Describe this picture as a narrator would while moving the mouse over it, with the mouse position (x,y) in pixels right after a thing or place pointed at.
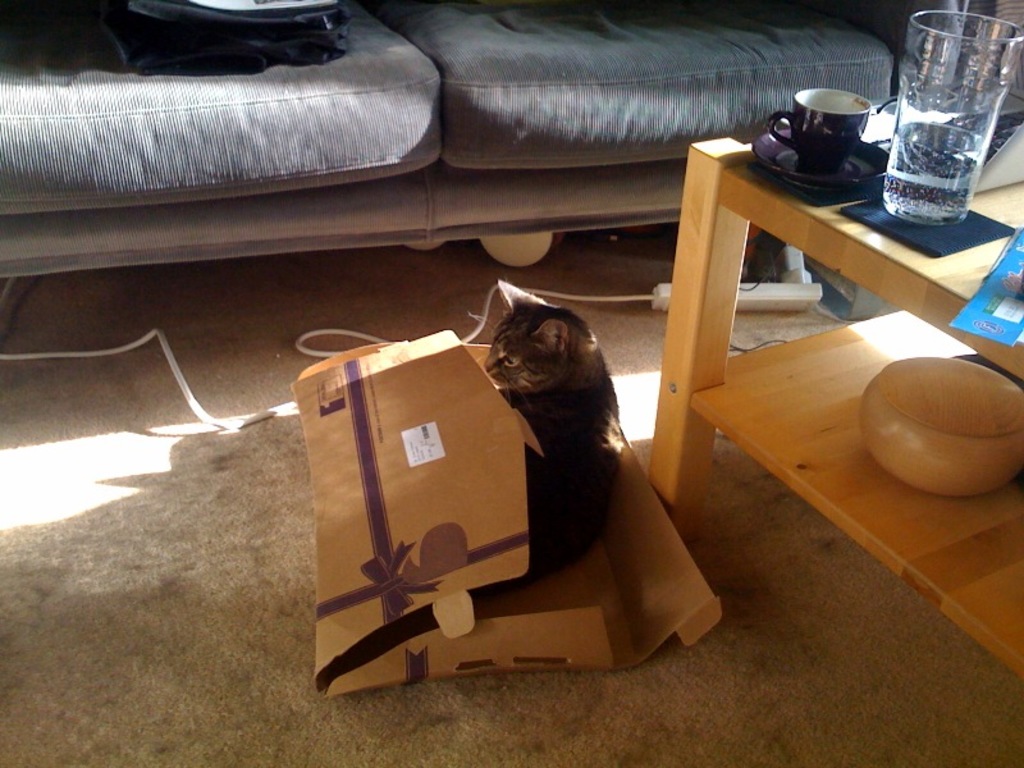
This is a picture in living room (663,525). In the center of the picture (557,364) there is a cat (537,398) in the box (479,368). To the right (707,268) there is a desk (831,234) on the desk (860,236) there is a cup (821,169), a saucer (821,173), a glass (946,163) and a box (943,393) and a book (1017,288). In the background (464,156) there is a couch (673,44) and some objects (268,36). To the left (313,332) there is a cable (305,346).
